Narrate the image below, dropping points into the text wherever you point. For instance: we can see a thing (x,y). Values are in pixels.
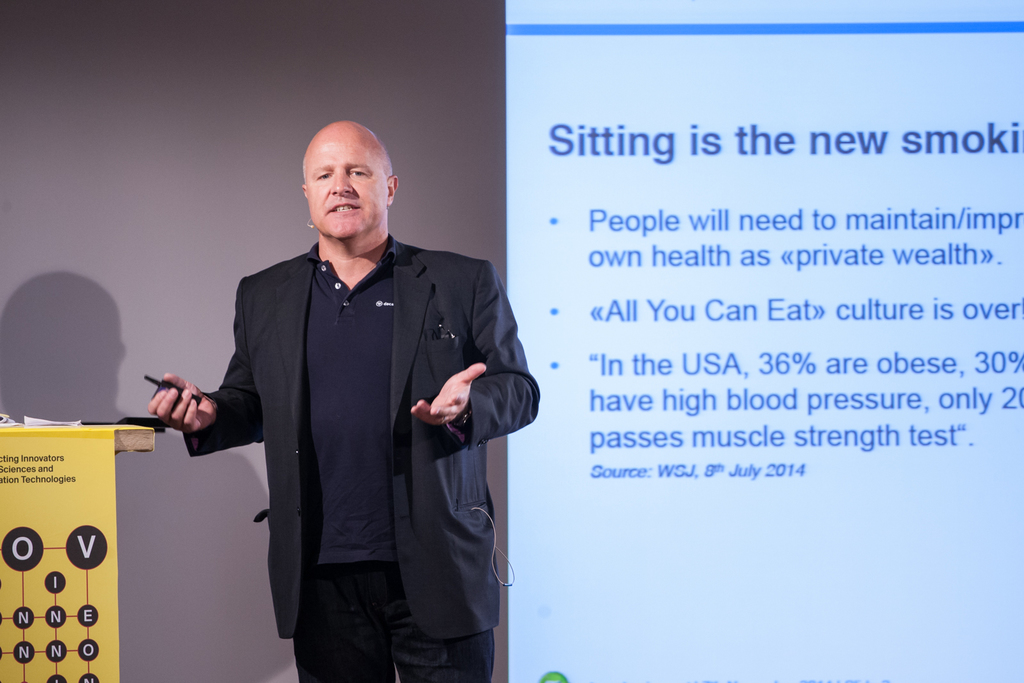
In the image we can see there is a person (351,447) standing near the podium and he is wearing jacket (399,346). He is holding clicker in his hand (174,393) and behind there is a projector screen (735,367) and matter (721,214) is written on it.
